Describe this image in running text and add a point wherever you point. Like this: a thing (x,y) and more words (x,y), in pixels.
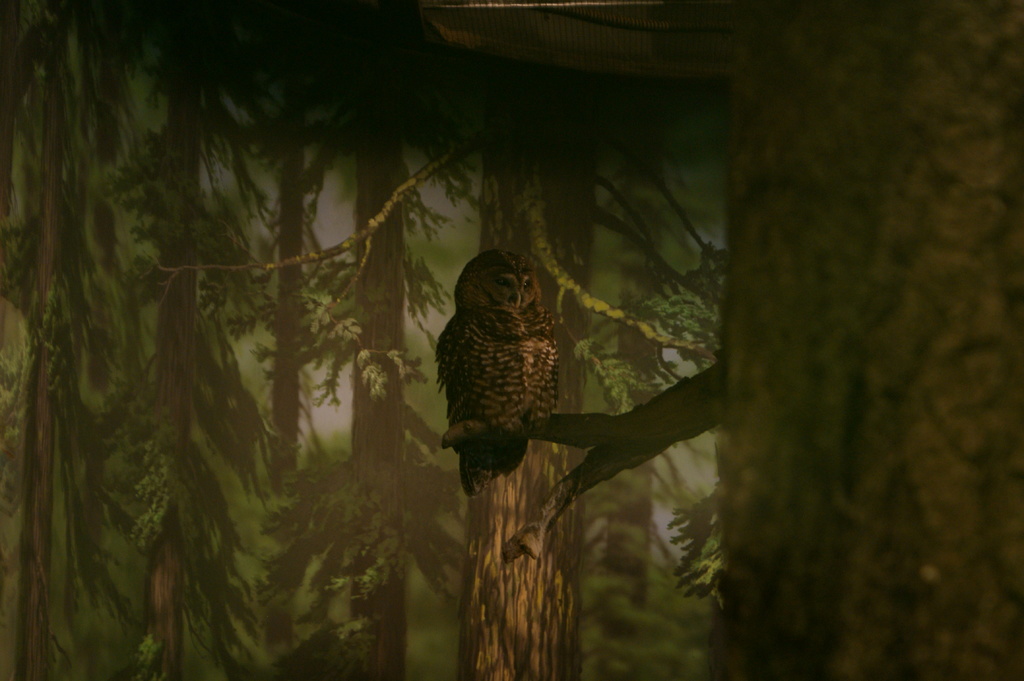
In this picture we can see an owl (501,378) is standing on a branch (619,460) of a tree (660,445), in the background (520,228) there are some trees (485,247).
